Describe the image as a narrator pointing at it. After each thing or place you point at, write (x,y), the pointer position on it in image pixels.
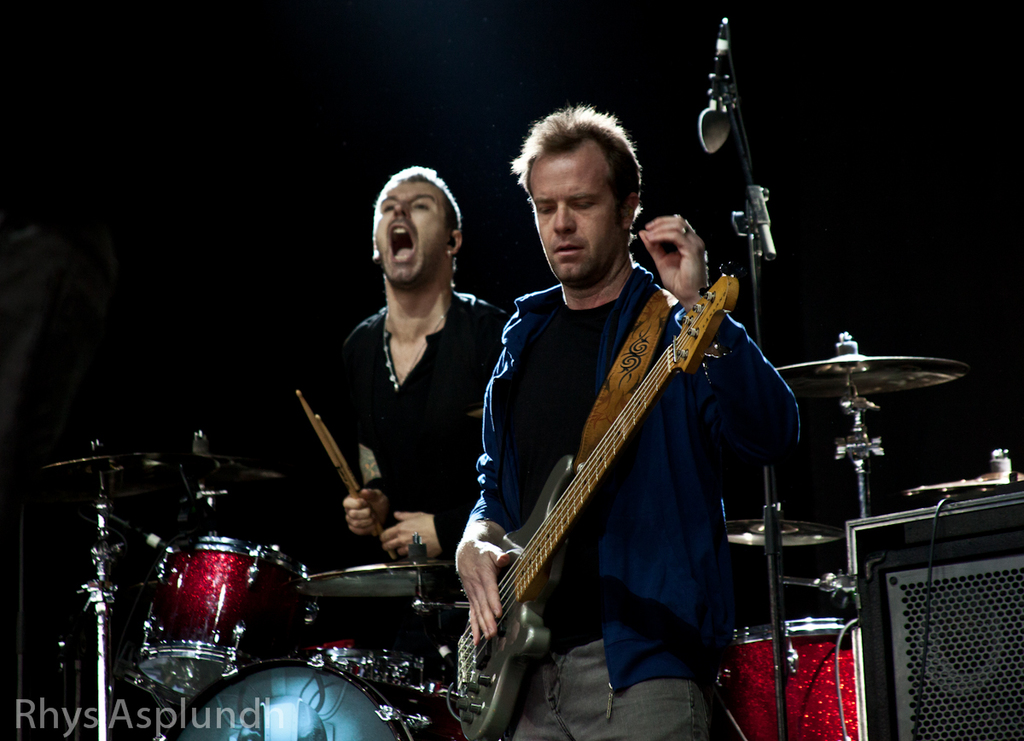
In this picture we can see two people (517,346), one person (616,359) is playing guitar (563,495), and another one is playing drums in front of microphone (715,112).
